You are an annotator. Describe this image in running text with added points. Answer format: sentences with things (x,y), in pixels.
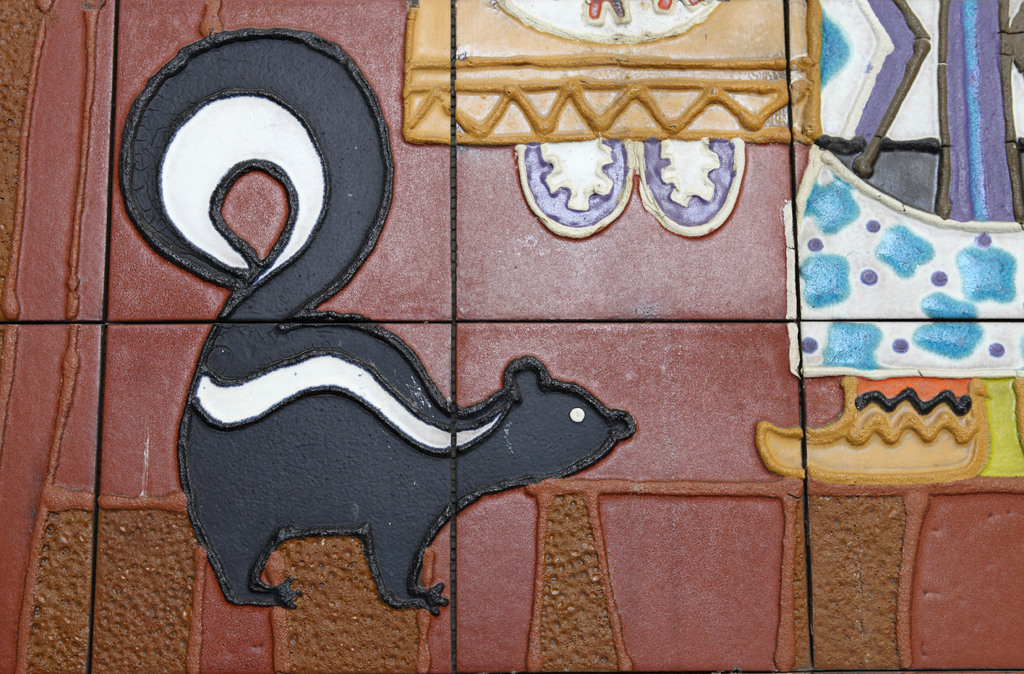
In this picture I can see paintings (246,141) on the tiles (114,378).
